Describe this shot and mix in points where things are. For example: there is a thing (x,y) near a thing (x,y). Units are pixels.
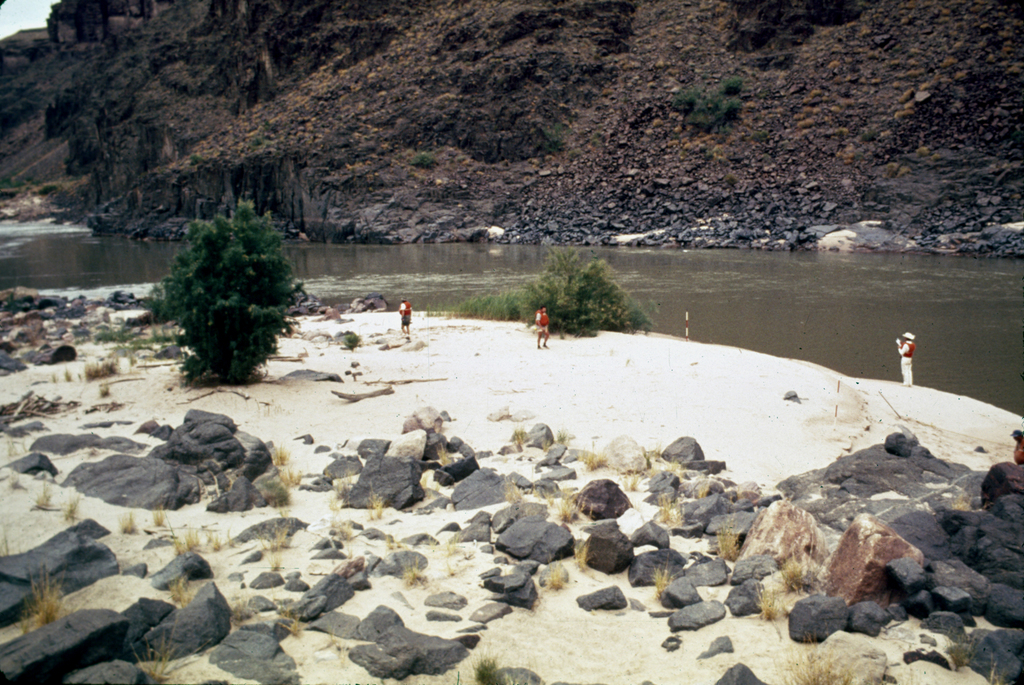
In this image, there are a few people (901,346). We can see the ground (543,470) and some stones (243,459). We can also see some plants (587,306) and grass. We can see some water (749,303) and hills (508,42). We can also see the sky (8,11).
